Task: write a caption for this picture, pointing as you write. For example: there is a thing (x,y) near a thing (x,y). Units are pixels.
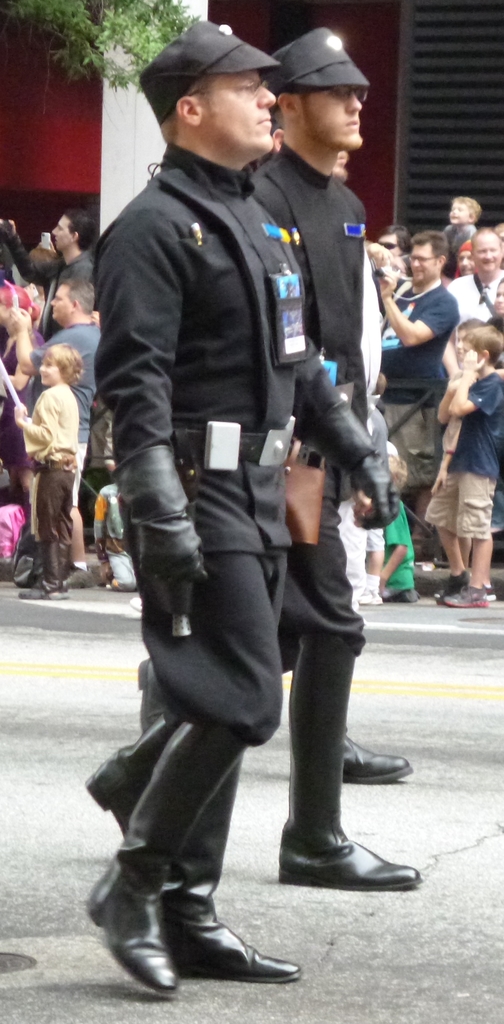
In this image we can see two people (246,121) wearing uniform (201,837) and walking on the road (190,982) and in the background (474,298), we can see some people (415,288) standing and there is a building (470,180) and we can see some tree leaves (131,39) at the top (106,77).
